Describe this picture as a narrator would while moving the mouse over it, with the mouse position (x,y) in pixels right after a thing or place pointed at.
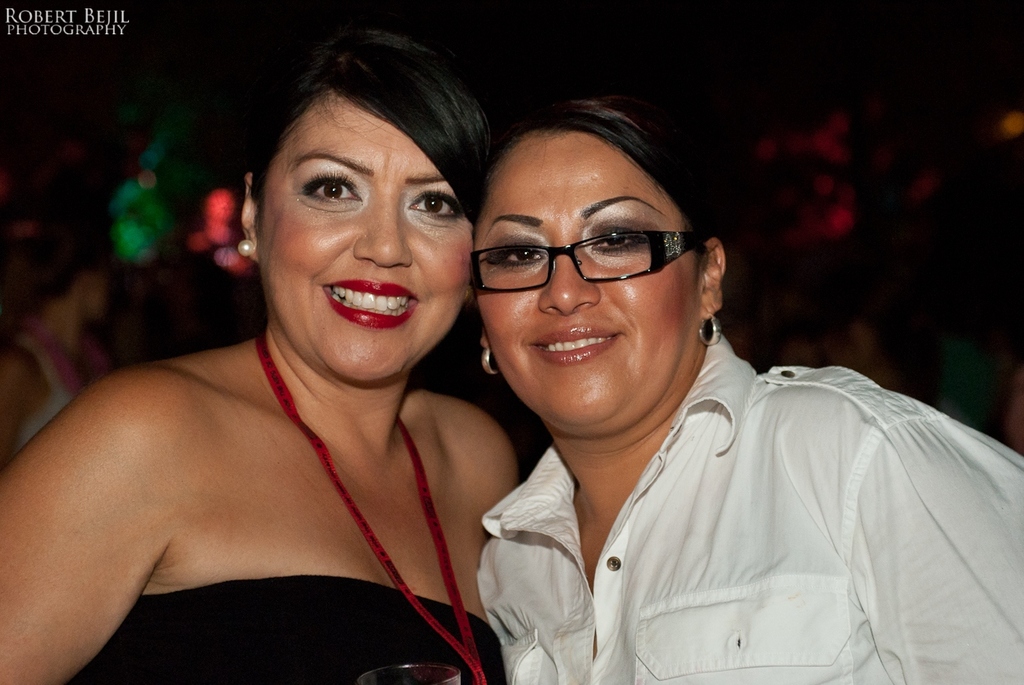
In the center of the image (369,365), we can see people (352,195) smiling and one of them is wearing glasses (629,266).
